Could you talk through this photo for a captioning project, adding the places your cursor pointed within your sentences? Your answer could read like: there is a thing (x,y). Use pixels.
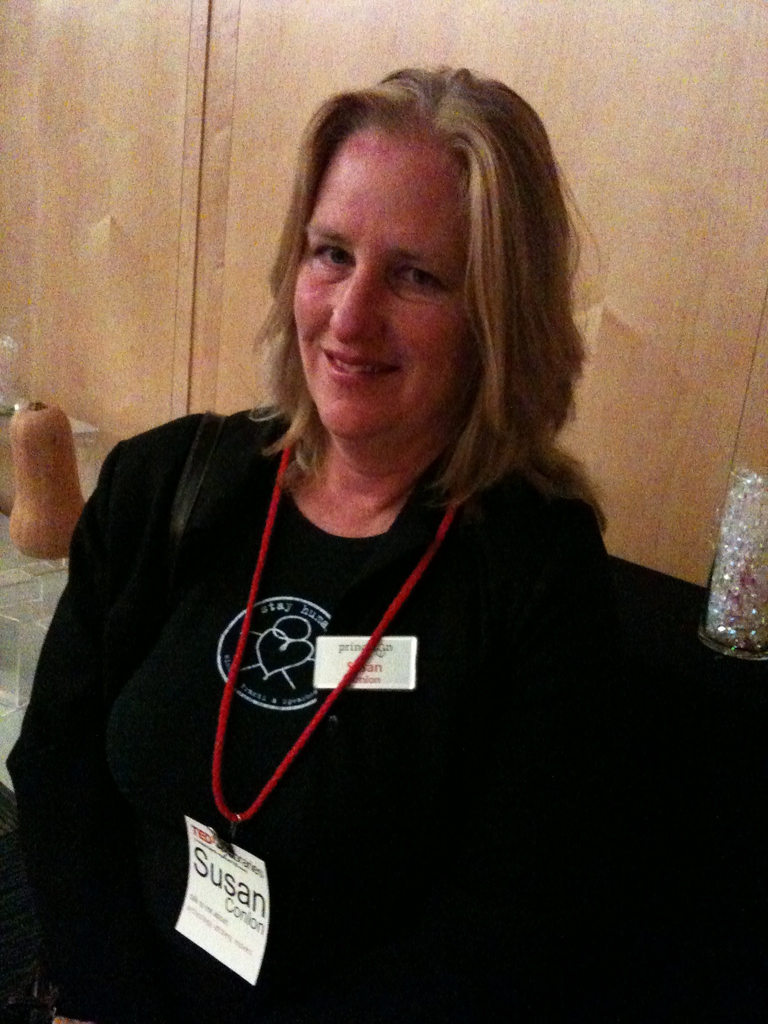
In this image we can see some objects (37,545) on the glass table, one object (724,652) on the black table (628,611) which is on the right side of the image (724,683), one woman (22,810) in a black dress (85,621) wearing an ID card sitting near to the wooden wall (15,372) and one name badge (412,666) attached to her black dress (480,1006).
